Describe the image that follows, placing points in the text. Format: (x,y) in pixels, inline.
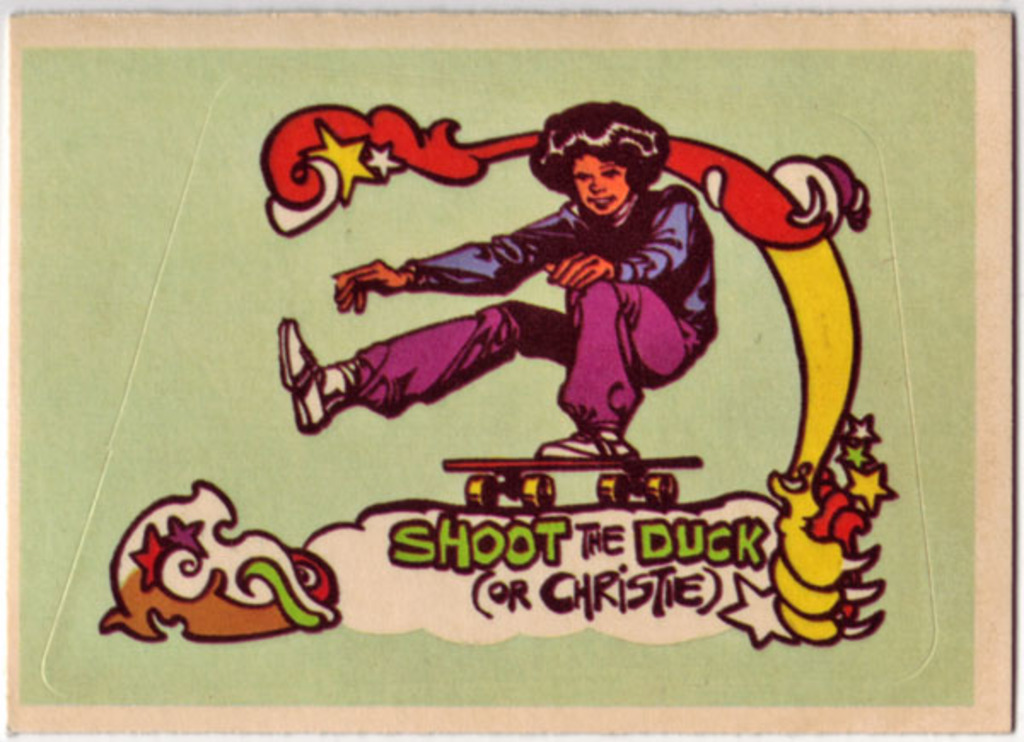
This is a card (481,452) and on the card (460,384) we can see the picture (562,397) of a person (568,213), texts (614,562) and designs (837,309).
